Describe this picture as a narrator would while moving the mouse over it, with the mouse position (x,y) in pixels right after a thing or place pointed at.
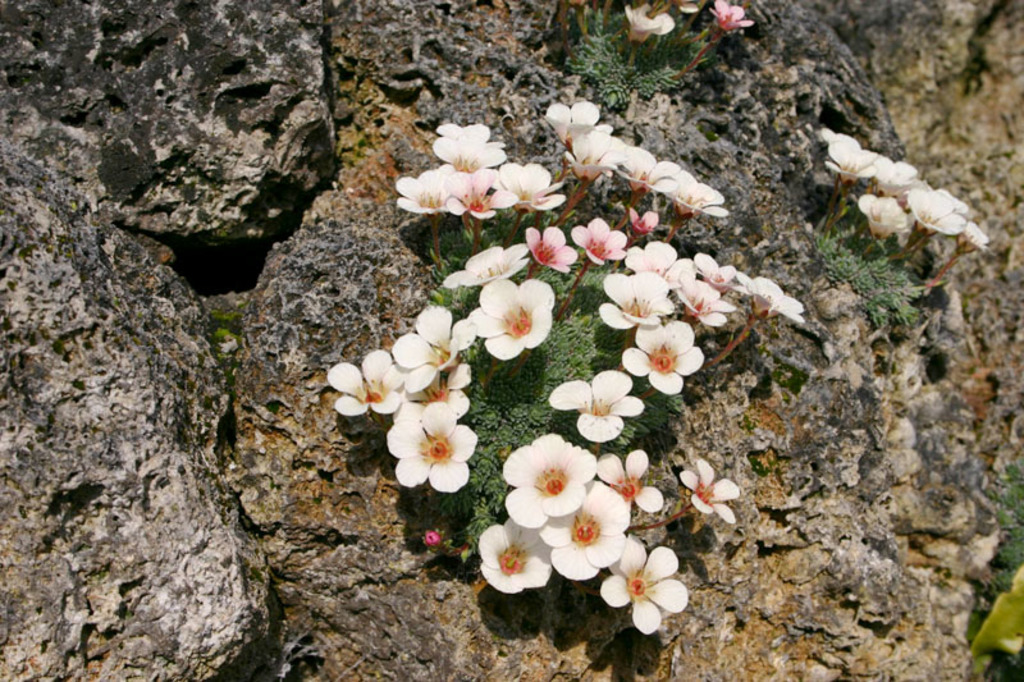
In the middle of the image (467,430) we can see some flowers (689,9) on rock (944,2).
